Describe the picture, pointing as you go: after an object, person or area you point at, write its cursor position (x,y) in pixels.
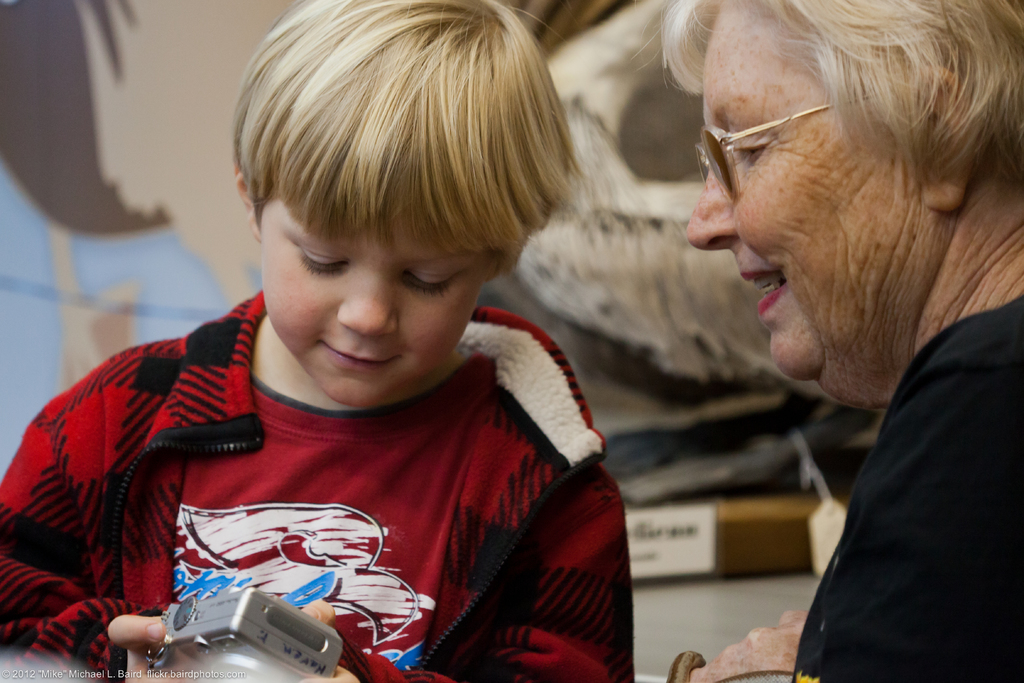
There are two people (316,254) and this kid (189,546) holding camera (207,610). In the background (653,268) it is blur. In the bottom left side of the image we can see water mark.
